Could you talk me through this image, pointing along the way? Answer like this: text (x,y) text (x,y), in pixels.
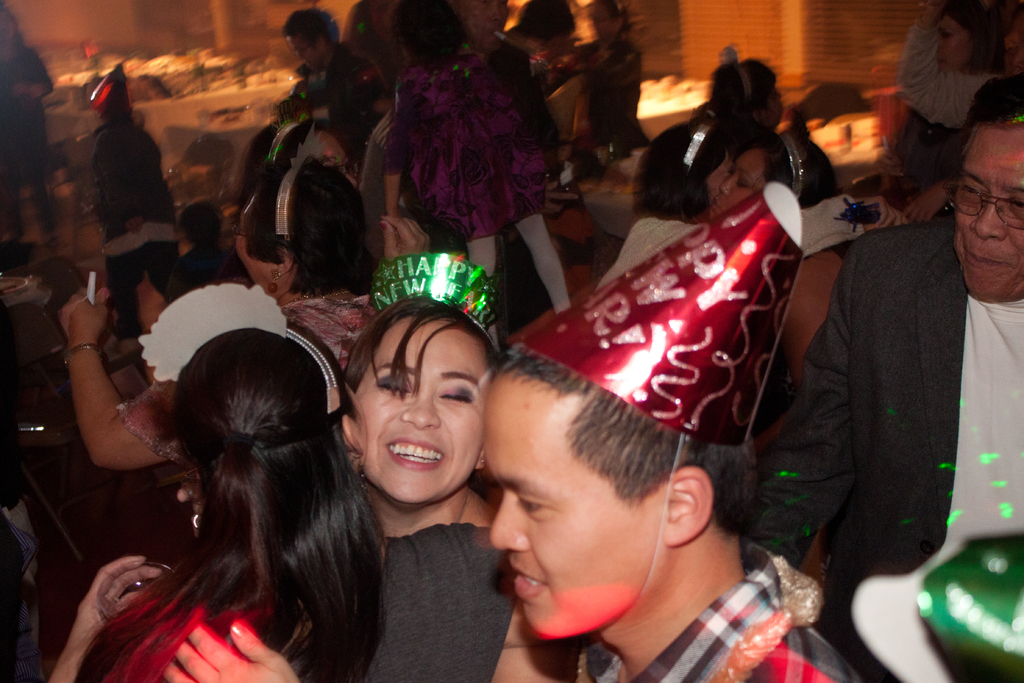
In this image I see number of people (496,136) in which few of them are wearing caps (565,310) which are of red and green in color and I see that this woman (369,394) is smiling and it is blurred in the background (762,53) and I see tables (688,86).
